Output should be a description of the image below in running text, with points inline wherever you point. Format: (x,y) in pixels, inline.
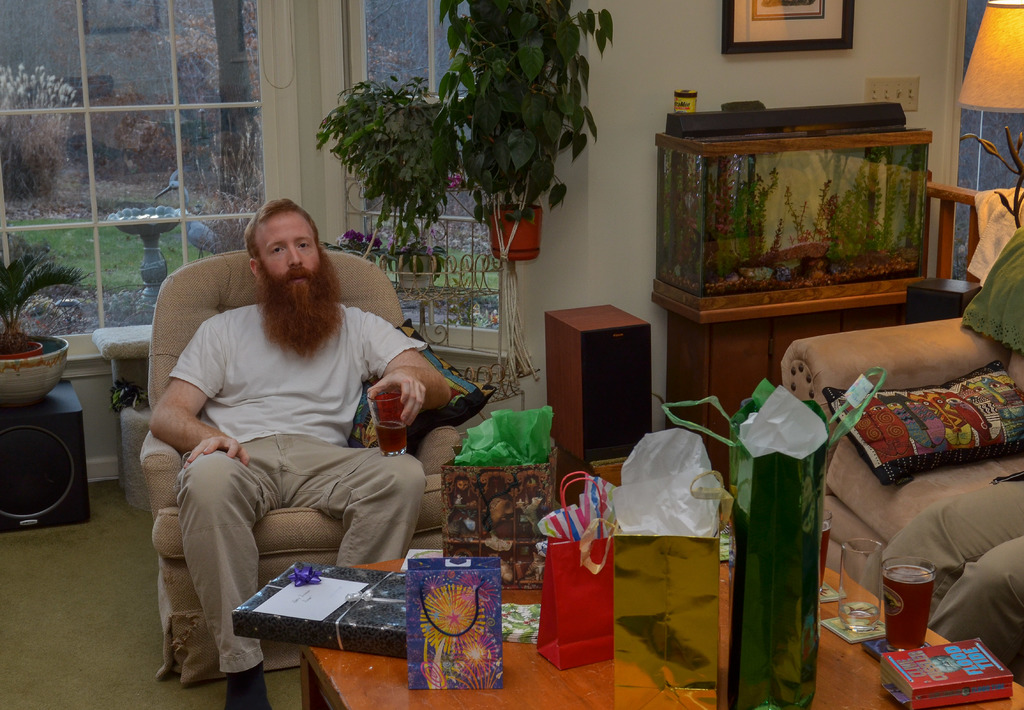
The person (219,335) wearing white T-shirt (239,325) having a long beard (294,311) is sitting in sofa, Holding a drink (382,438) in his left hand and there is a table (532,604) in front of him which consists of gifts (373,605), carry bags (648,589), book (897,670) and drinks (920,631) and there is a aquarium (781,224) on the right corner (812,226) and there are trees (410,211) in the background (369,174).
